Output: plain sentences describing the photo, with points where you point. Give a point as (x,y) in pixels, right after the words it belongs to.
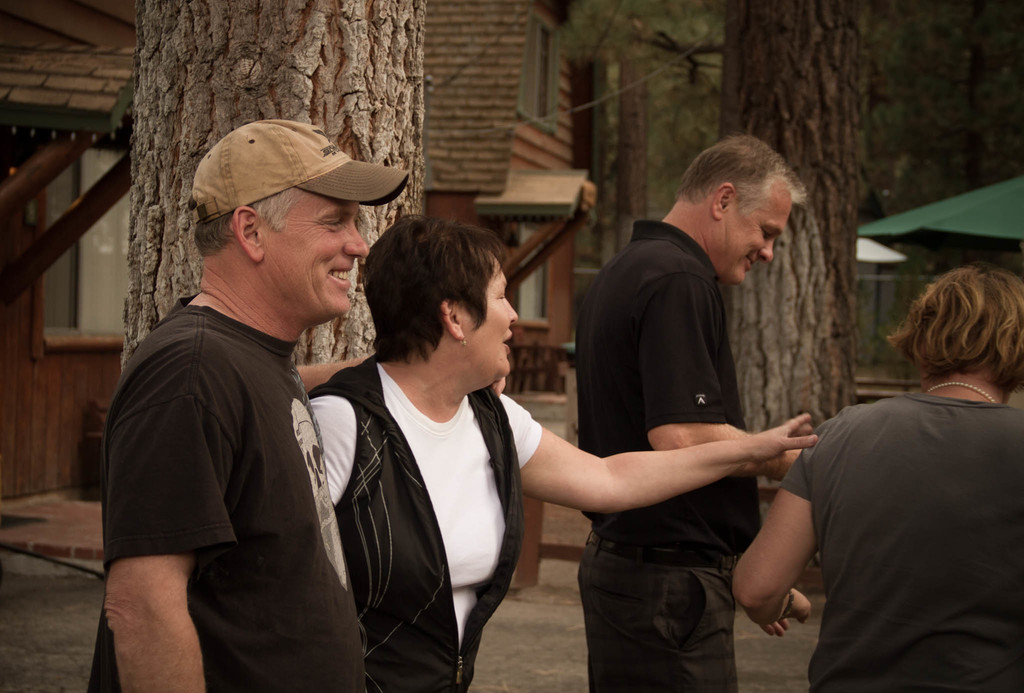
In this picture I can observe four members (386,384). Two of them are men (699,238) and the remaining two are women (416,466). In the background (477,111) I can observe trees (794,147) and houses (540,120).
